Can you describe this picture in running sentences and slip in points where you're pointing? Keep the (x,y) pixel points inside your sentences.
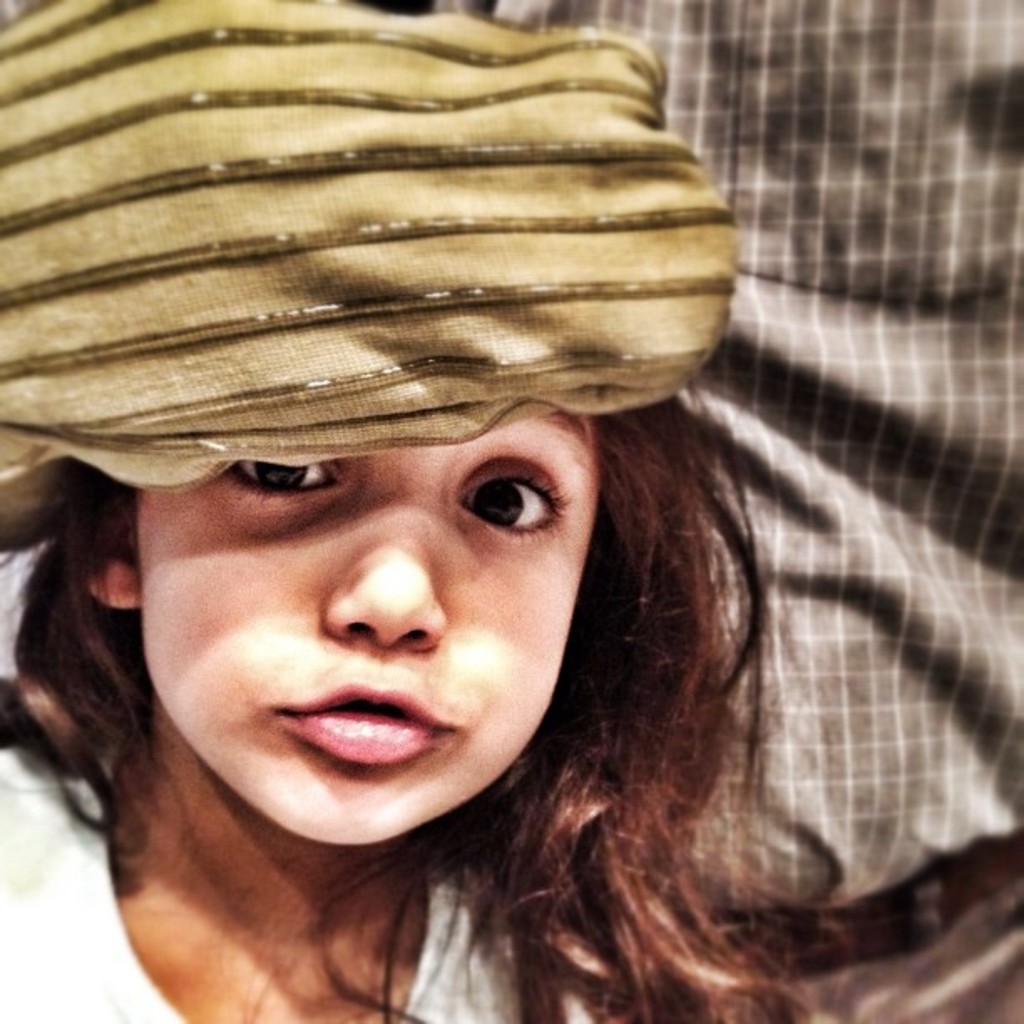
In front of the picture, we see a girl (248,822) in white dress (74,882) is looking at the camera. She is wearing a green color head scarf (359,250). In the background (903,778), we see a man (794,371) in grey shirt (794,371) is standing.
